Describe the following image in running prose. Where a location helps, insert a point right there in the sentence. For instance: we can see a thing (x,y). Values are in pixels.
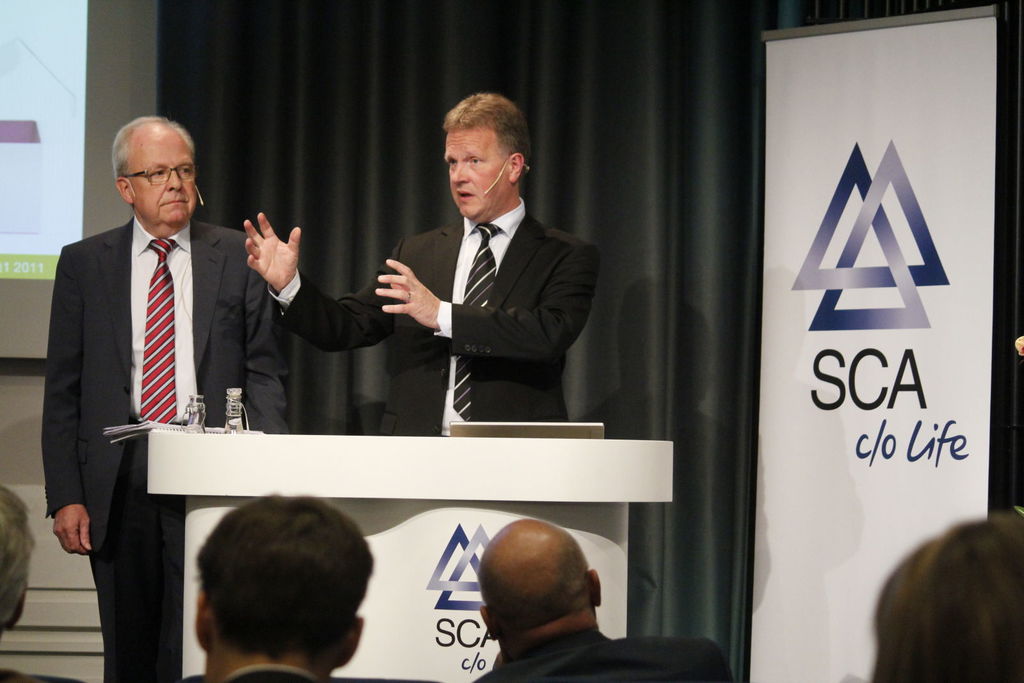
In this image there are two persons (322,320) standing and one person (499,286) is talking, and they are wearing mikes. At the bottom (501,640) there are some persons (943,641) and in the center (345,445) there is a podium (372,453), on the podium (266,450) there are some bottles (204,430) and papers (204,430). In the background (187,96) there is a screen (30,90), curtain (744,335) and board (824,233), on the board (879,253) there is some text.
